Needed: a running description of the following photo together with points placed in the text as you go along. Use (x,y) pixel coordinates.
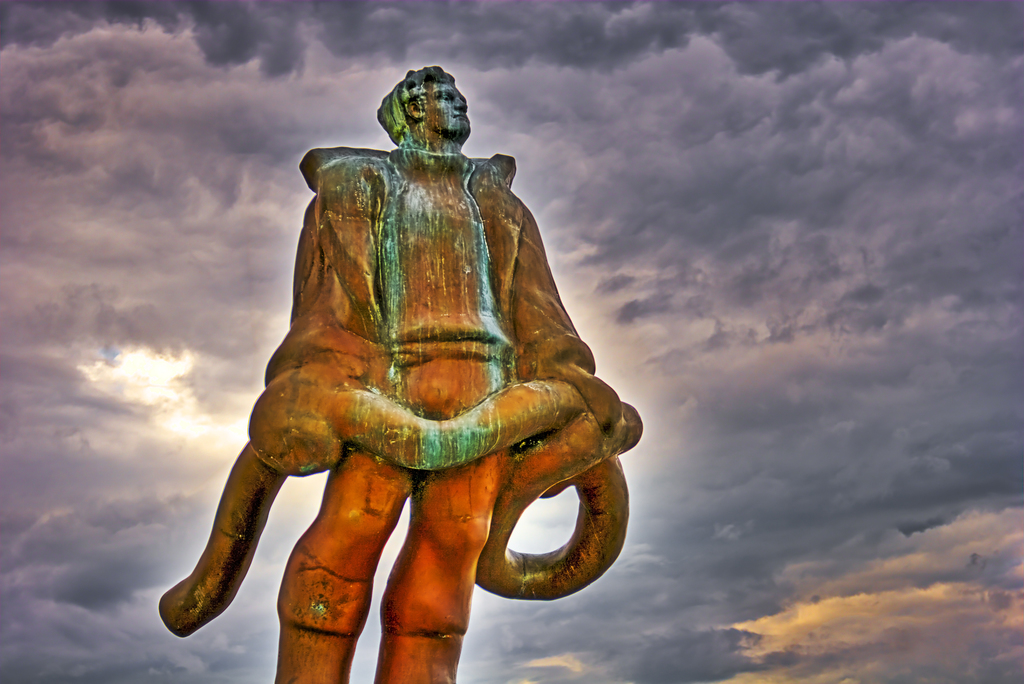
In the image we can see a sculpture of a person (513,251) standing and a cloudy sky (803,232).
